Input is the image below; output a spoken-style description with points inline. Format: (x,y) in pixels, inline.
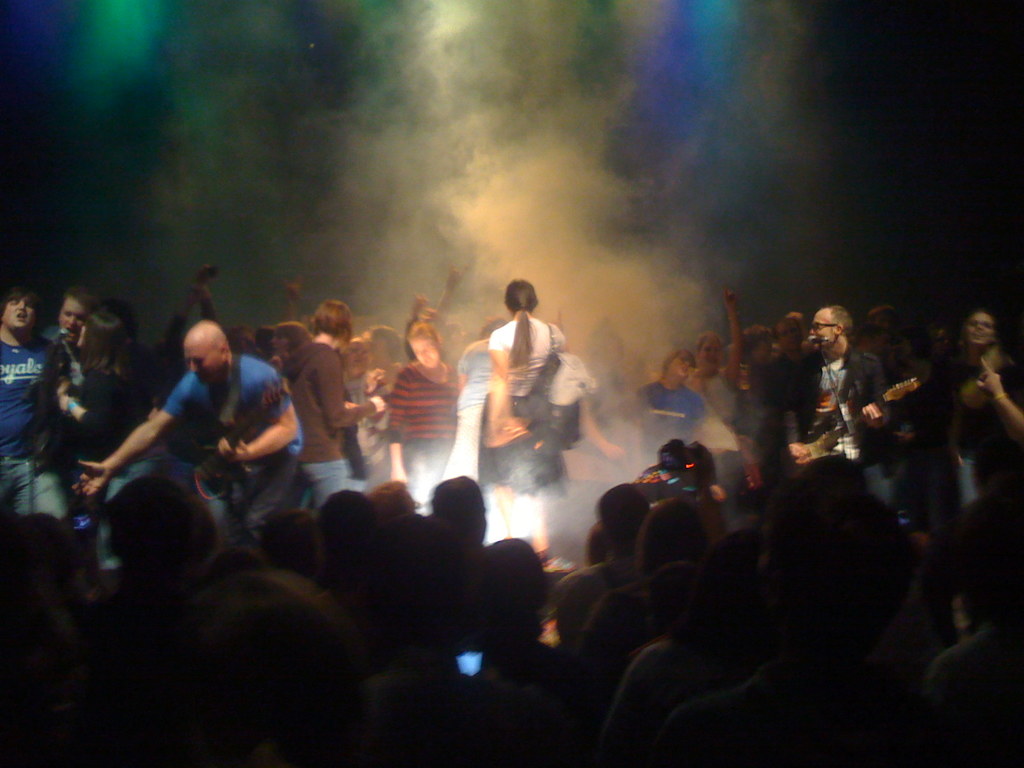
In this image I see 2 men (848,365) who are holding guitars (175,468) and there are mics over here and I can also people (994,544) over here and here too and In the background (209,229) I see the smoke (419,256) and different colors.
